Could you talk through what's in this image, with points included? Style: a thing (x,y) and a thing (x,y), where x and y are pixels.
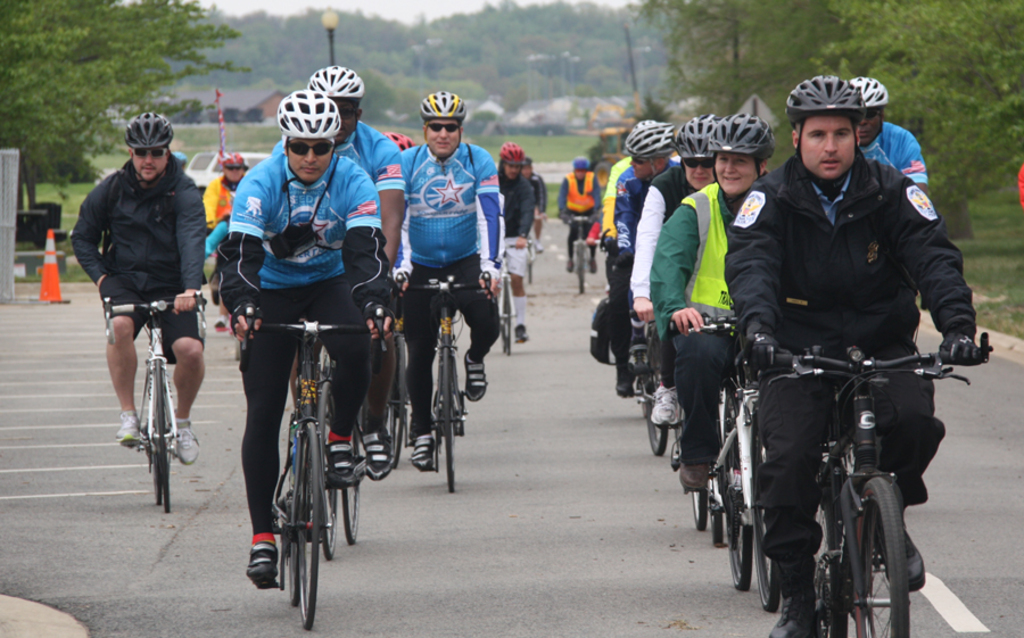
There are group of people (441,223) cycling and there are trees (757,78) on the either side of the road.
